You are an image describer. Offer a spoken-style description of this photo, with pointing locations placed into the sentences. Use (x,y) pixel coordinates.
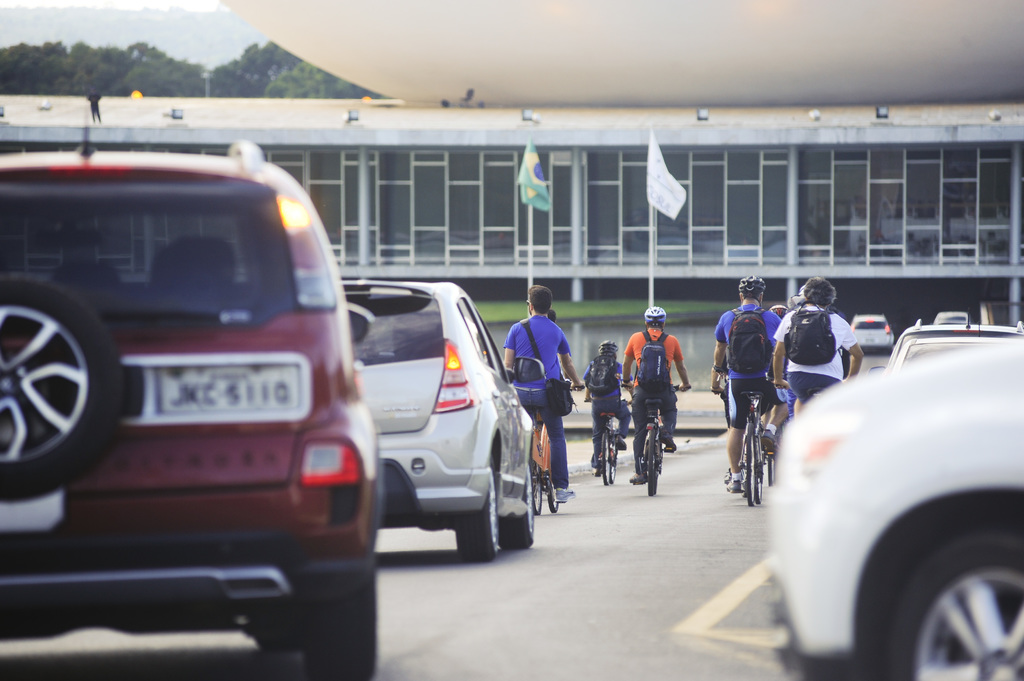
This image is taken outdoors. At the bottom of the image (543,604) there is a road (541,591). On the left side of the image (190,345) two cars (285,410) are moving on the road (444,545). In the middle of the image (589,398) a few people (531,393) are riding on the bicycles (659,442). On the right side of the image (835,596) a few cars (983,594) are parked on the road (539,540). In the background (317,105) there is a building (425,164) and there are a few trees (167,65) and there are two flags (544,190).
